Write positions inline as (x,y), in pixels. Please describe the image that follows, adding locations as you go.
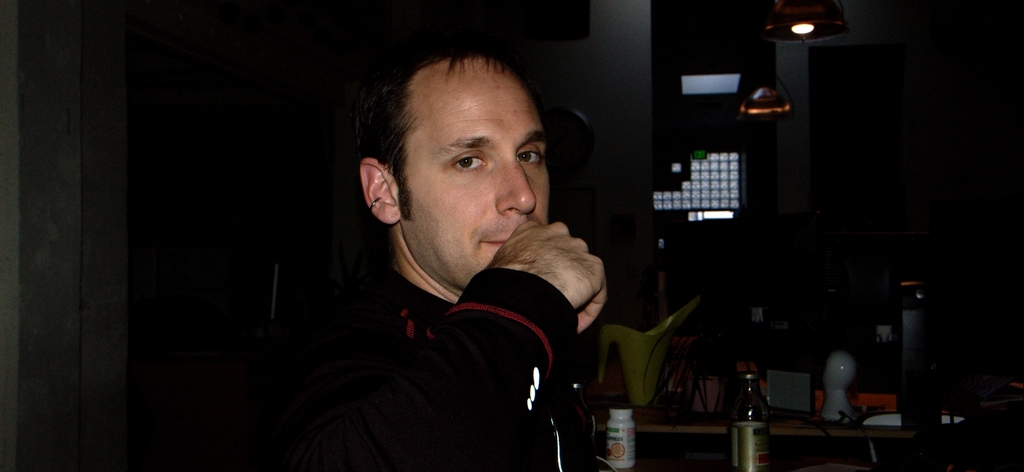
In the center of the image (480,300) there is one person (482,50) wearing a jacket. In the background of the image (642,388) there is a table (814,428) on which there are many objects (836,399). There is a wall (592,41).
